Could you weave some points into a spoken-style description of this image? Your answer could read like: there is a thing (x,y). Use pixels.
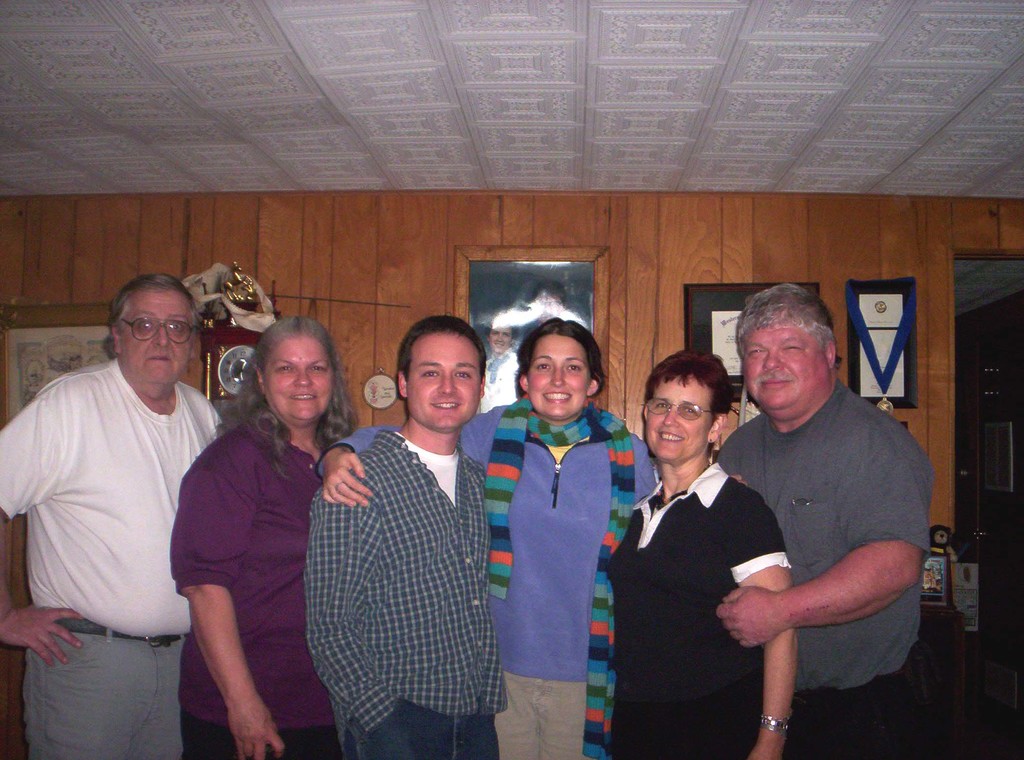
In this picture we can see a group of people (406,619) standing. Behind the people (505,559), there are photo frames (550,301) and some objects (241,334) are attached to the wall (343,295). On the right side of the image (1001,481), it looks like a door (995,627) and some objects (927,575). At the top of the image (243,8), there is a ceiling (156,57).
